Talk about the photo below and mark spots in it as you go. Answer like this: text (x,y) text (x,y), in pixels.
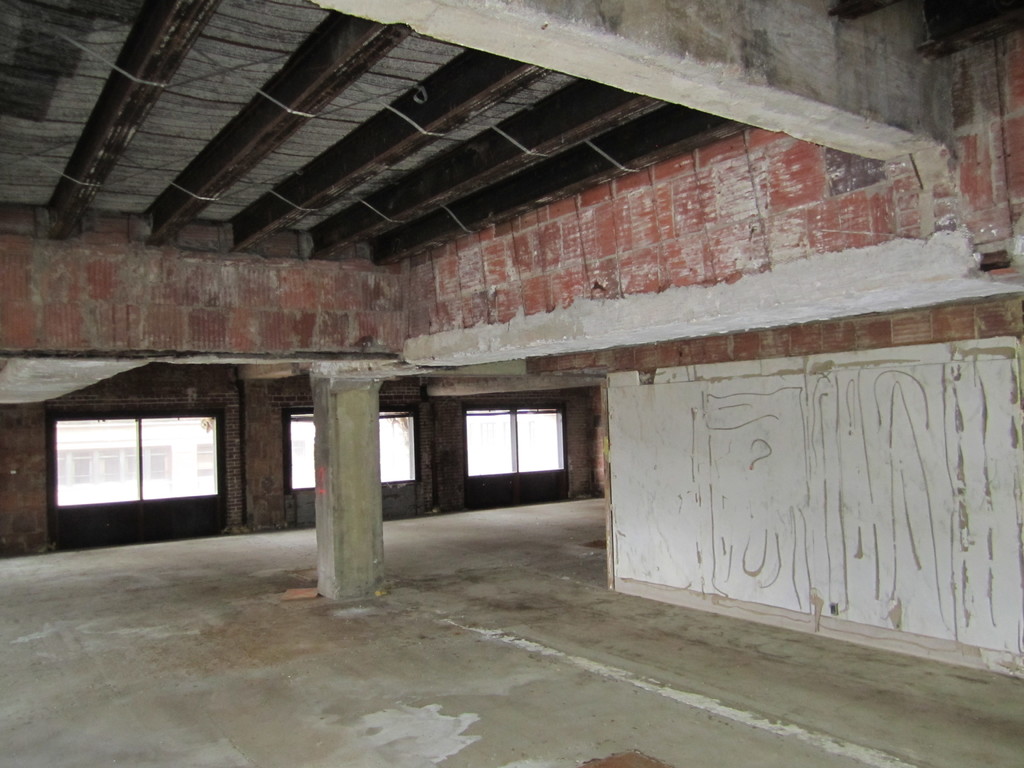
In this picture I can see a pillar (342,501), windows (134,447), floor (445,551) and wall (747,568).
